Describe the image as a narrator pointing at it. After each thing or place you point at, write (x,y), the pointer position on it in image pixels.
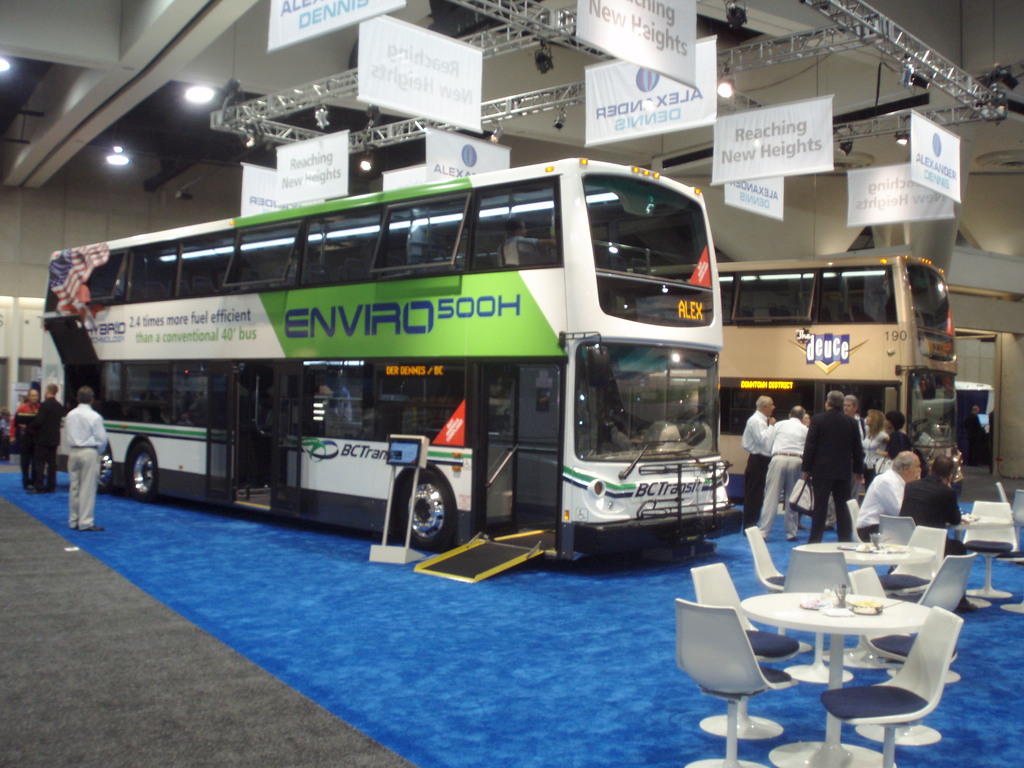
This looks like a double Decker bus (431,354). There are group of people (788,447) standing. I can see some empty chairs (923,735). This is a table (851,619) with some things (860,607) on it. This looks like a blue color carpet (352,644) on the floor (488,704). At the top (409,83) I can see banners (447,82) hanging.
